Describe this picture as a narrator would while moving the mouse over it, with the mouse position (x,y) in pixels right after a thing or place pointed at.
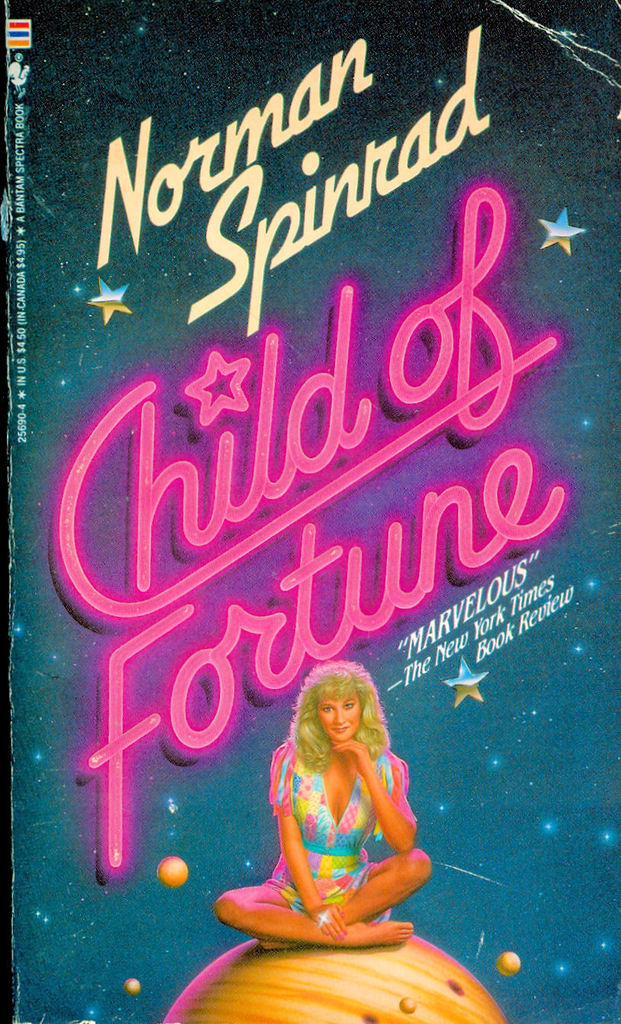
In this image I see a poster (73,62) on which there are words (141,626) written and I see stars (548,223) and I see a round color thing (283,972) which is light brown in color and I see a woman (331,688) who is sitting on it and she is wearing colorful dress (320,894).
